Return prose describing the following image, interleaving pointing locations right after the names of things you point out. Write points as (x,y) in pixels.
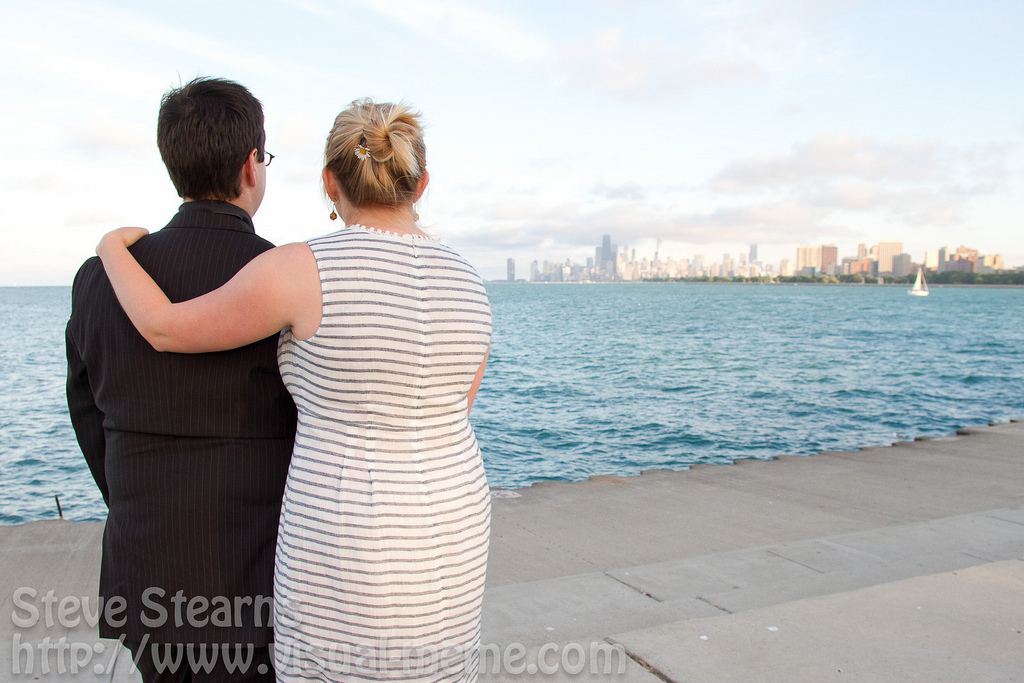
At the top of the picture (584,81) we can see sky (800,66) with clouds (953,151). These are the buildings (797,267). This is a sea (777,366). Here we can see a boat (918,289). We can see a woman (323,482) and man (233,480) facing backward towards the picture and we can see a flower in the hair (380,187) of a women (357,161).
